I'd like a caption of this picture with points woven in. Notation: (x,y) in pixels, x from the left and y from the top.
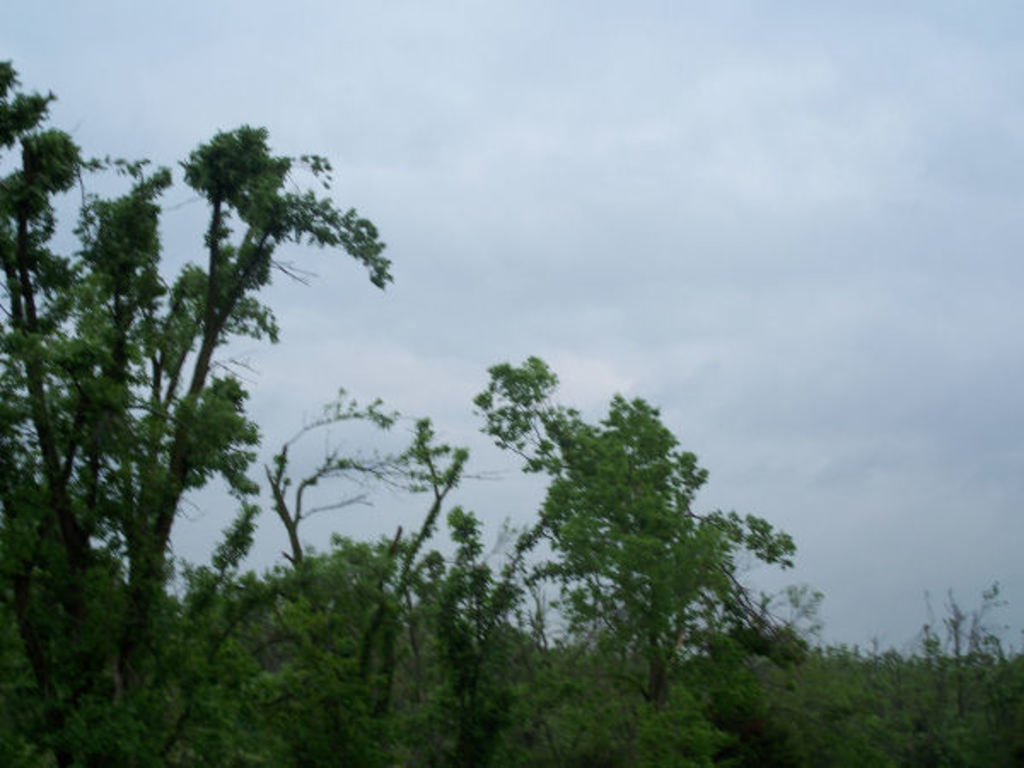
In this picture we can see there are trees (71,595) and the cloudy sky (698,155).
